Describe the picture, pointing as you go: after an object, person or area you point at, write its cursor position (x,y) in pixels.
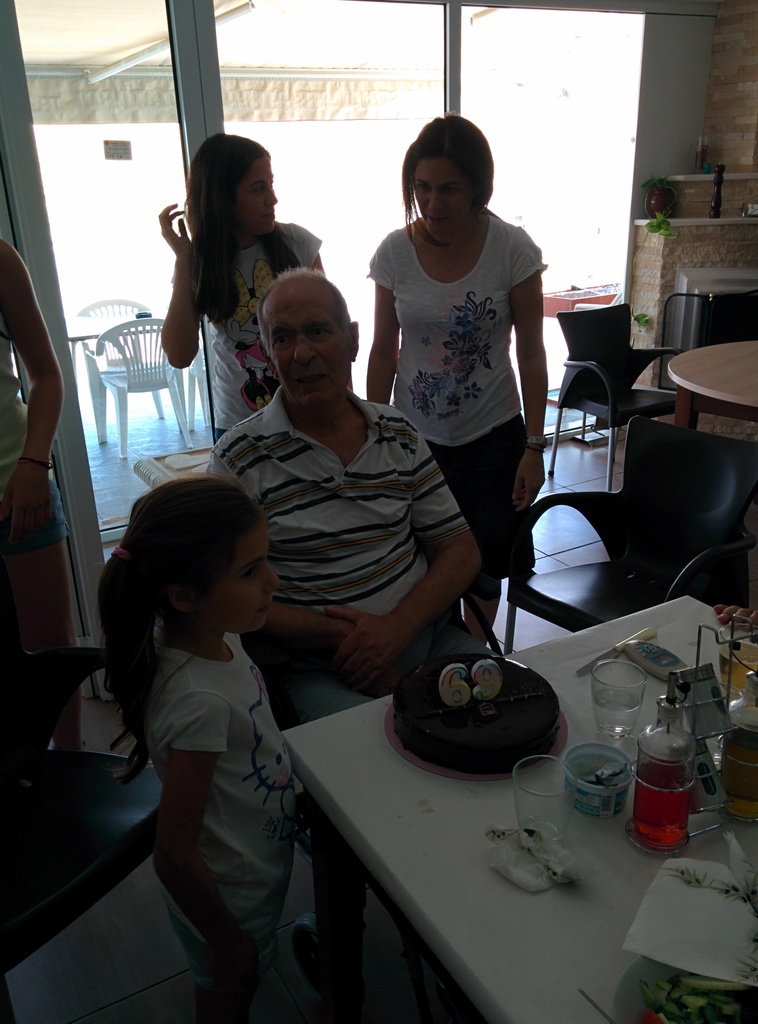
This is a picture taken in a room, there are a group of people (251,469) in the room. There is a man (372,579) who are sitting on a chair (487,621) in front of the man (386,676) there is a table (397,806) on the table (451,885) there is a glass (549,822), cup (600,812), bottle (666,777), cake (470,697). Background of this people (300,358) is a window glass (154,111).
